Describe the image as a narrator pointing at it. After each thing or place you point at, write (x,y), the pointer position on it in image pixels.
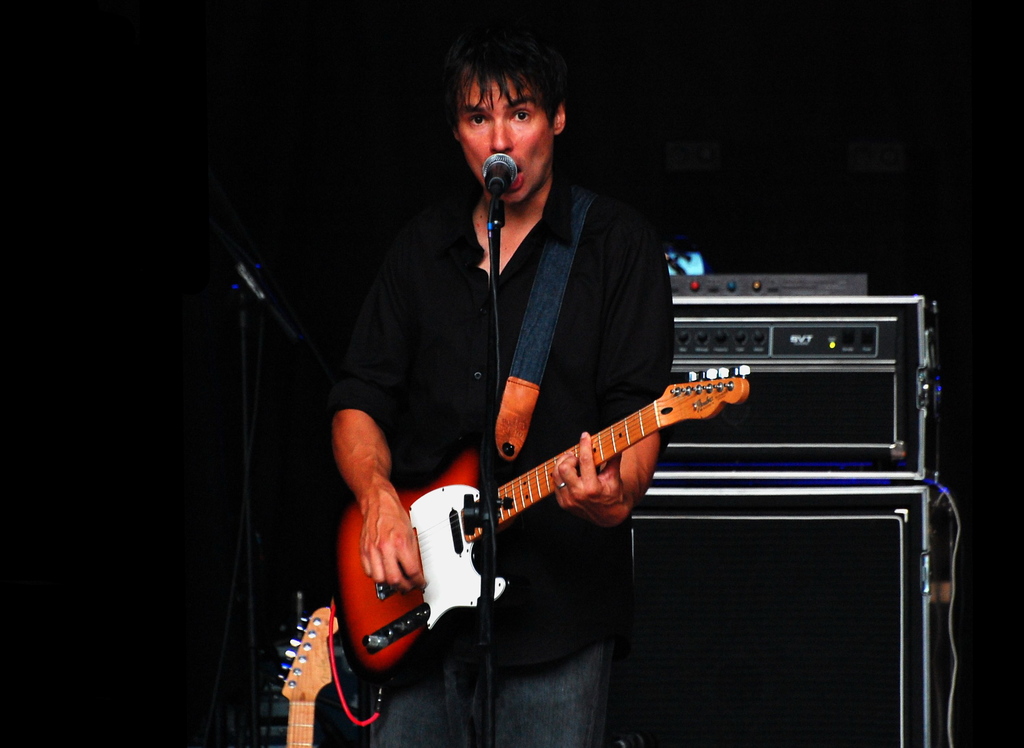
In this Image I see a man (532,152) who is standing in front of a mic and he is holding a guitar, In the background (781,376) I see an equipment (750,358) and other musical instrument (311,697).
